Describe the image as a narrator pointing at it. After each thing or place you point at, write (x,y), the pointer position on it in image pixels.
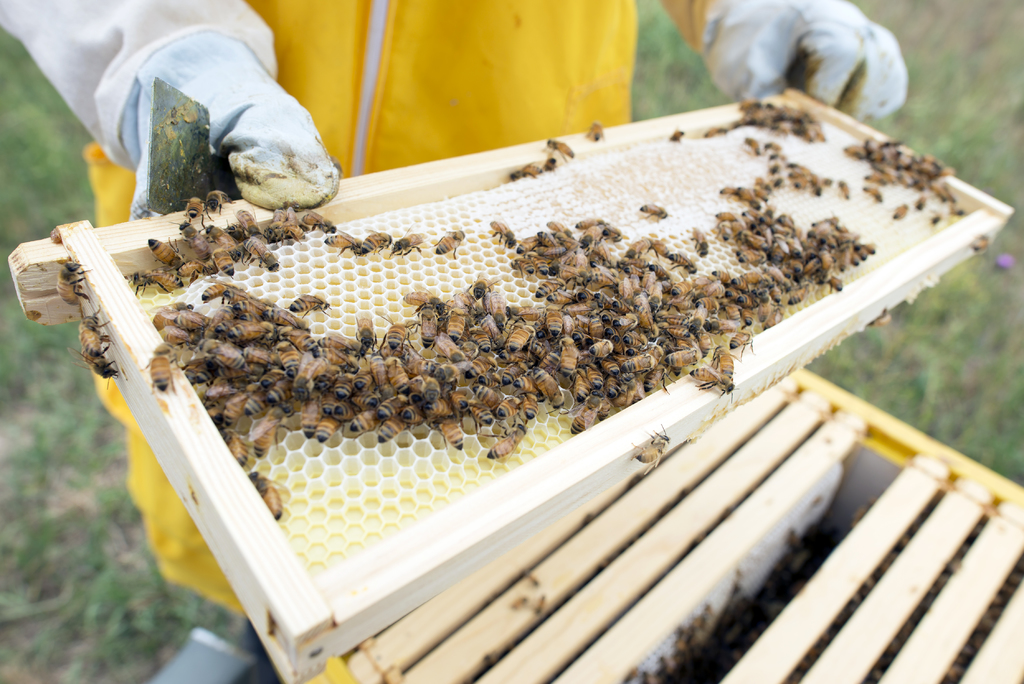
In this image, there is a person (315,78) whose face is not visible holding a bee keeping slate (477,189) with his hands (273,170). There is a box (797,550) in the bottom right of the image (800,563).
